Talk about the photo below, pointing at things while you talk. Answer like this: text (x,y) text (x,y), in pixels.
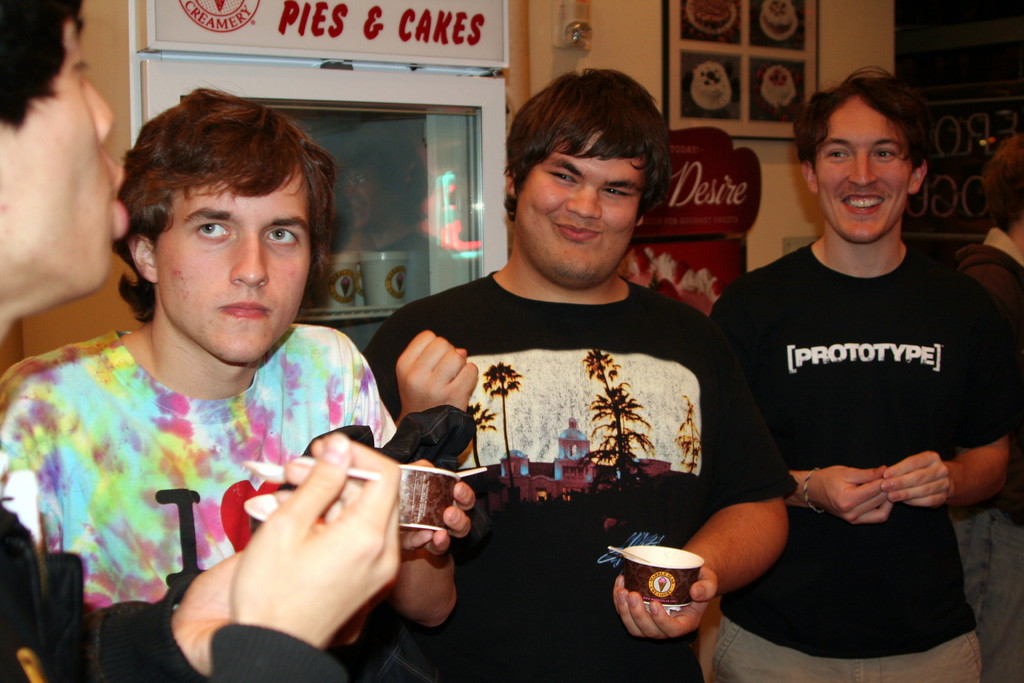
As we can see in the image there is wall (767,160), window (360,171) and photo frame (701,41). In the front (111,669) there are four persons (748,440) standing. The two persons (600,472) standing on the right side (832,406) are wearing black color t shirts (712,349). The three persons (728,422) standing on the left side (329,555) are holding paper cups (435,525).
